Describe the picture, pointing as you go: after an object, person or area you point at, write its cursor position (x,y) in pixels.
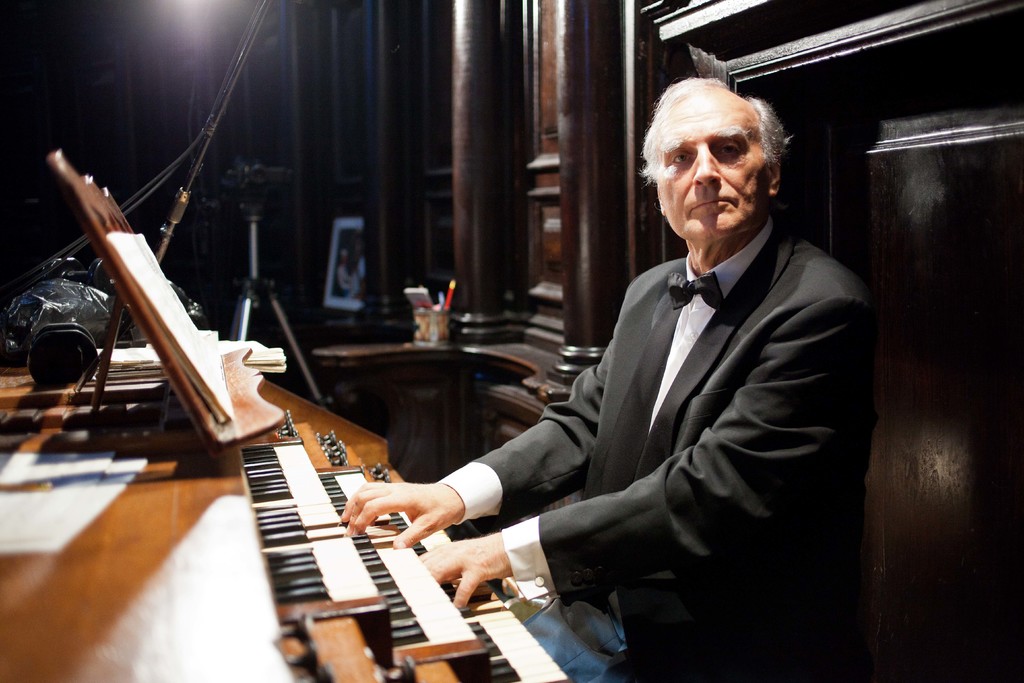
here we can see an old man (740,306) playing a piano (306,483) which is in front of him, here we can also see a camera (242,173) with a stand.
